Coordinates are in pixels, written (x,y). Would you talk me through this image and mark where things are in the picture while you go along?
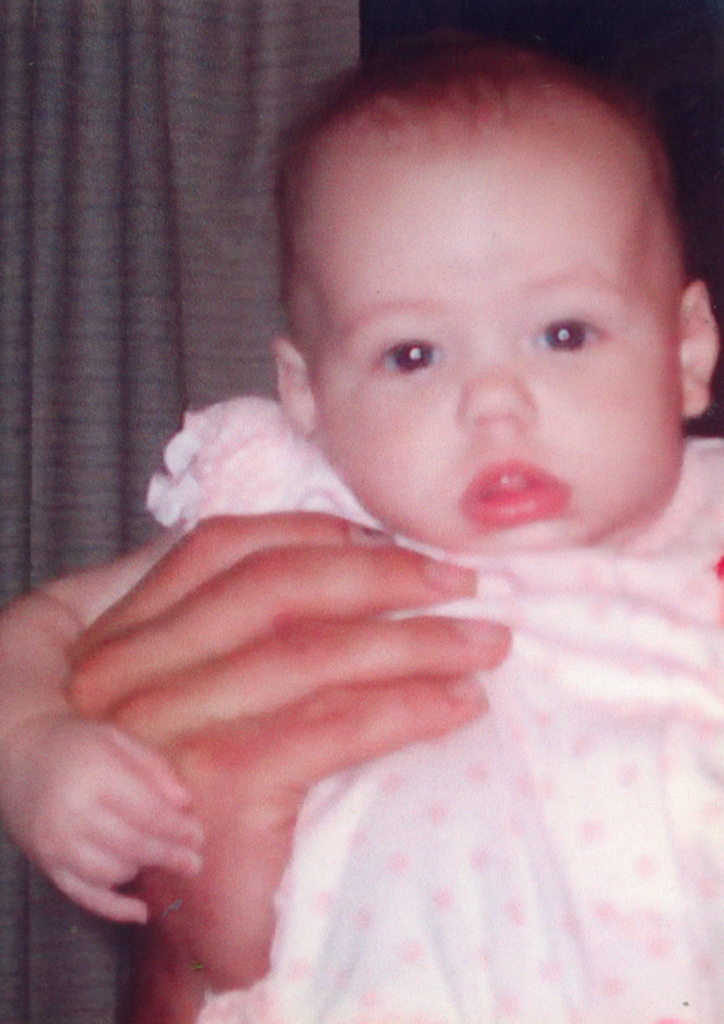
This image consists of a small kid (456,389). The person (327,739) is holding the kid (3,806). In the background (144,177), there is a curtain (147,178) in gray color. The kid (577,694) is wearing white and pink dress (542,878).
